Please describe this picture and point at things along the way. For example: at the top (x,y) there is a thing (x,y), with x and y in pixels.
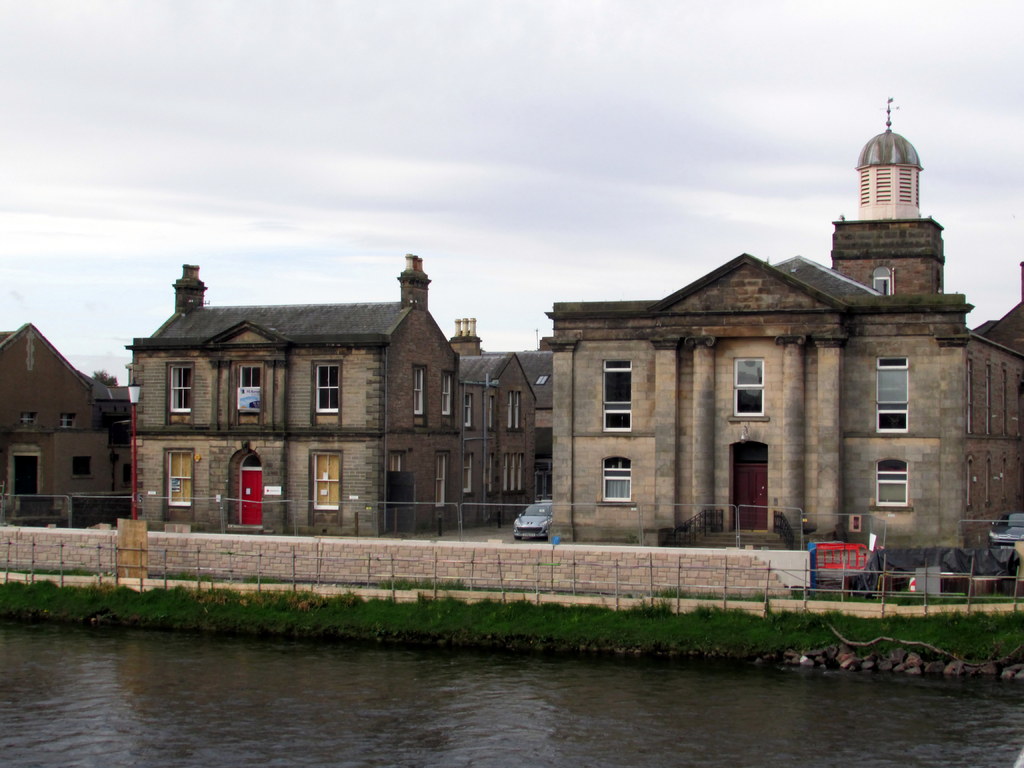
In the foreground of this image (389,705), there is water (586,714), grass (663,616) and railing (805,593). In the background (595,388), there are buildings (737,423), a vehicle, sky (104,276) and the cloud (146,155).
